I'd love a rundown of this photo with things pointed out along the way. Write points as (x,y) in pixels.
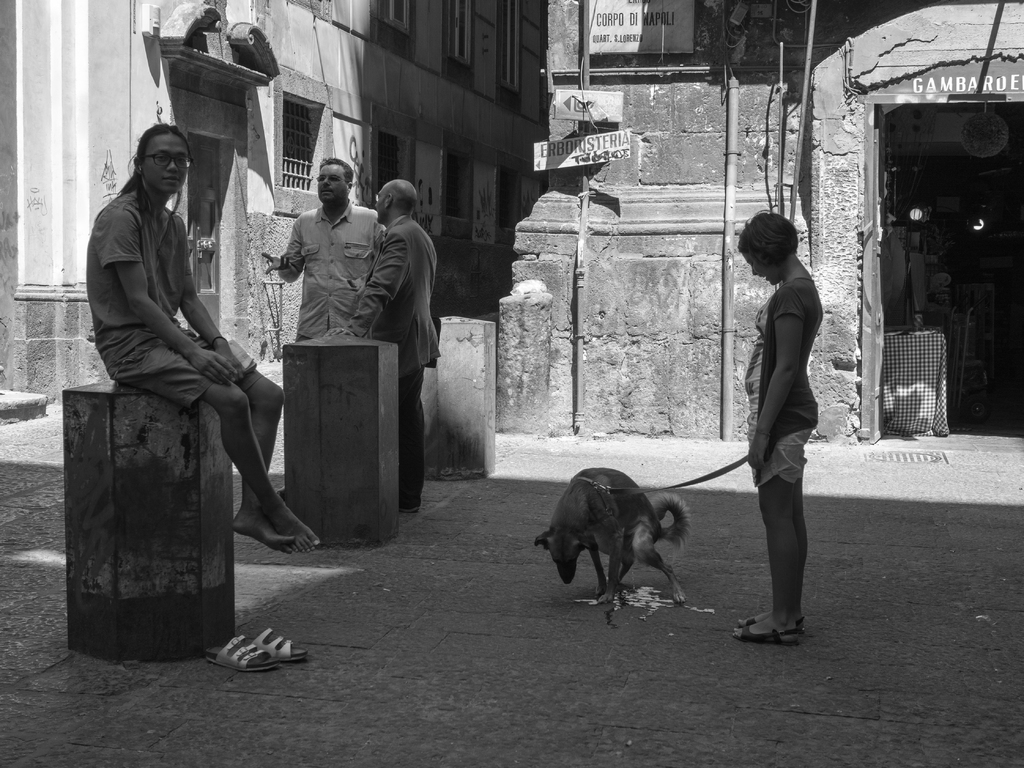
It is a black and white picture. In this image there are buildings (888,73), boards (607,98), poles (782,192), people (252,435), footwear's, dog (599,529) and objects (287,380).
